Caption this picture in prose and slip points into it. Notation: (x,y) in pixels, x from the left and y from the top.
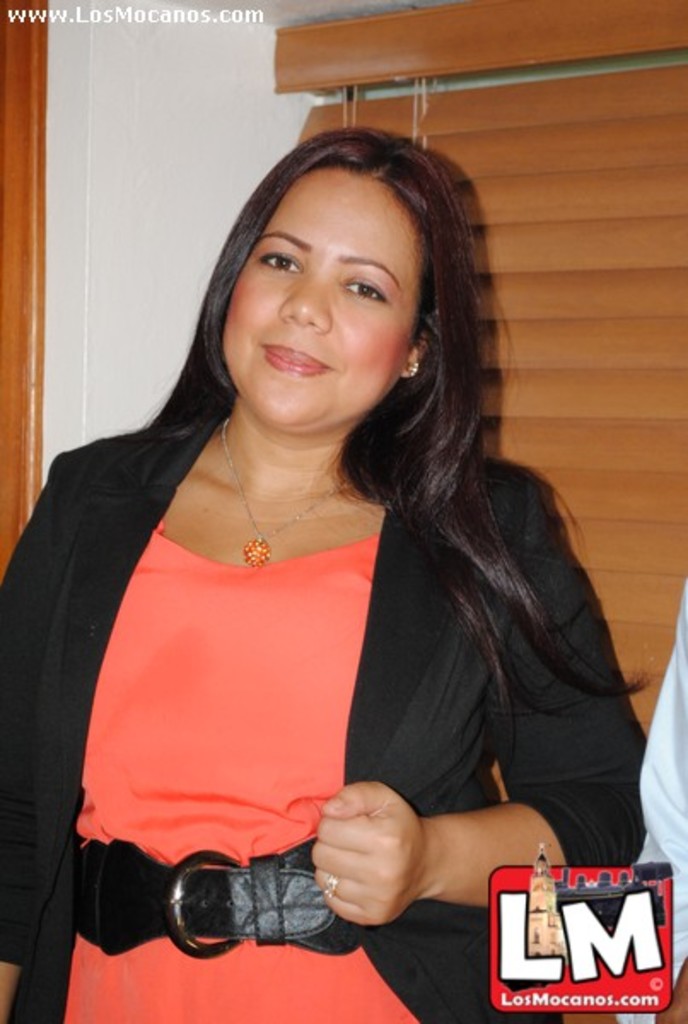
As we can see in the image there is a wall (199,97), a woman (322,479) wearing black color jacket (459,728) and orange color dress (327,771).
